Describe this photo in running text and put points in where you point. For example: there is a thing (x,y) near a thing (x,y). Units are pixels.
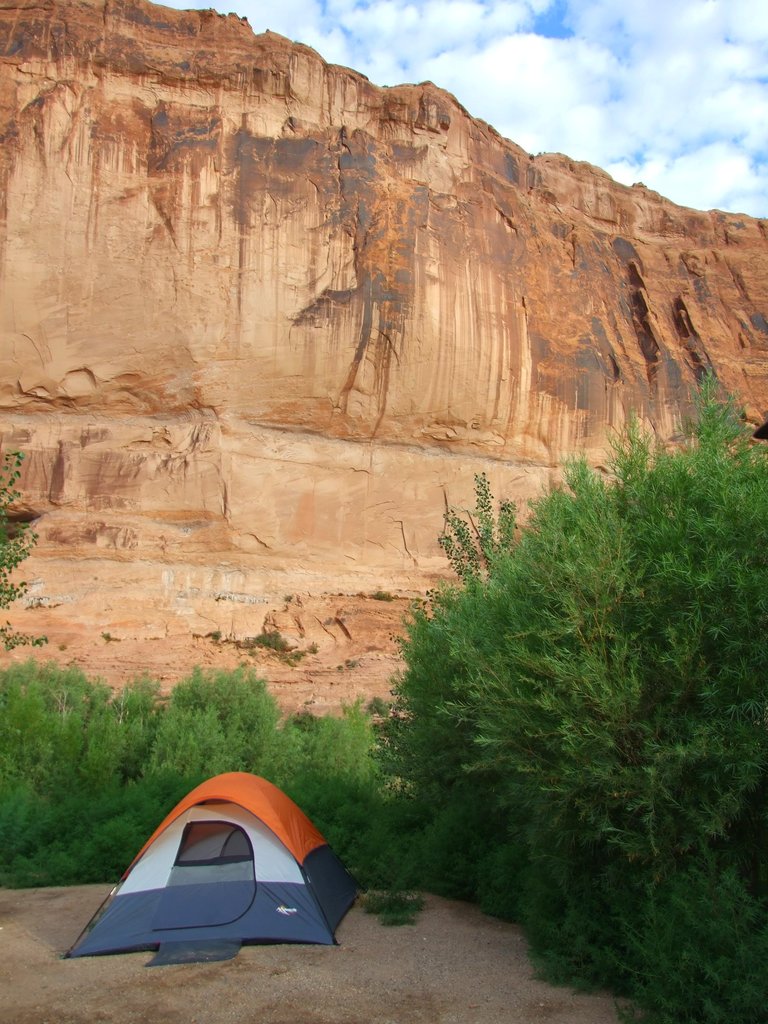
In this image I can see a tent (237,907). I can see the trees (669,748). In the background (362,342), I can see the hills (474,235) and clouds (563,79) in the sky (573,78).
